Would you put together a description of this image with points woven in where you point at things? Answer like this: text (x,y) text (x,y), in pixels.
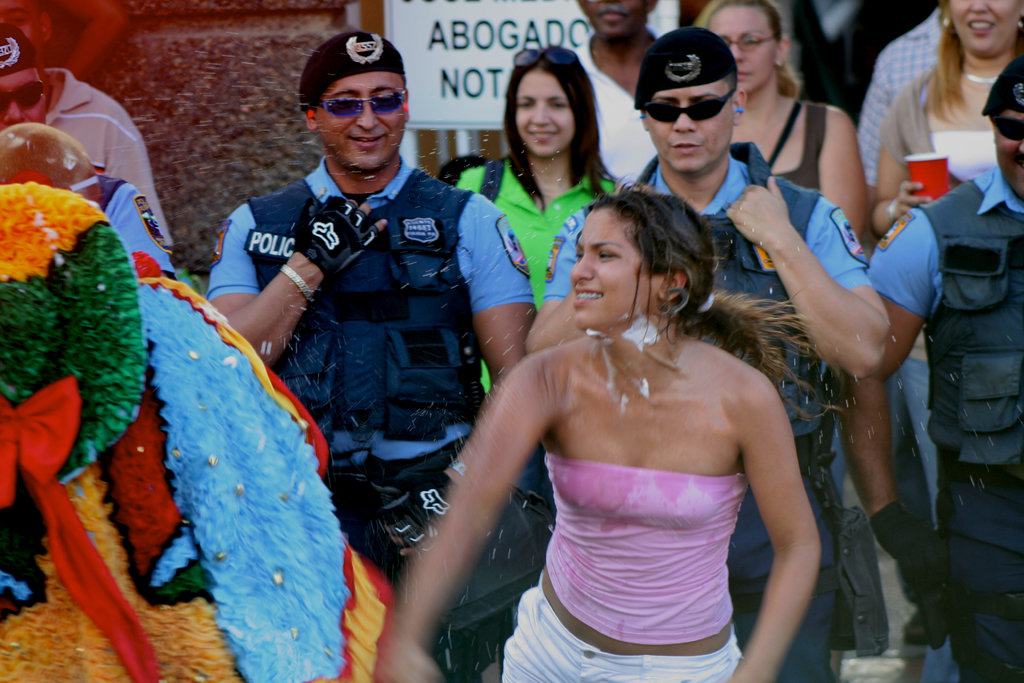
In front of the picture, we see a woman (658,483) in the pink T-shirt (653,512) is standing and she is smiling. Behind her, we see three men (417,259) in the uniform (405,265) are standing and they are smiling. Behind them, we see the people (628,153) are standing. The woman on the right side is holding a glass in her hand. On the left side (124,296), we see a blanket (224,504) or a cloth (132,481) in yellow, green, blue and red color. In the background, we see a board (430,95) in white color with some text (494,61) written on it.
